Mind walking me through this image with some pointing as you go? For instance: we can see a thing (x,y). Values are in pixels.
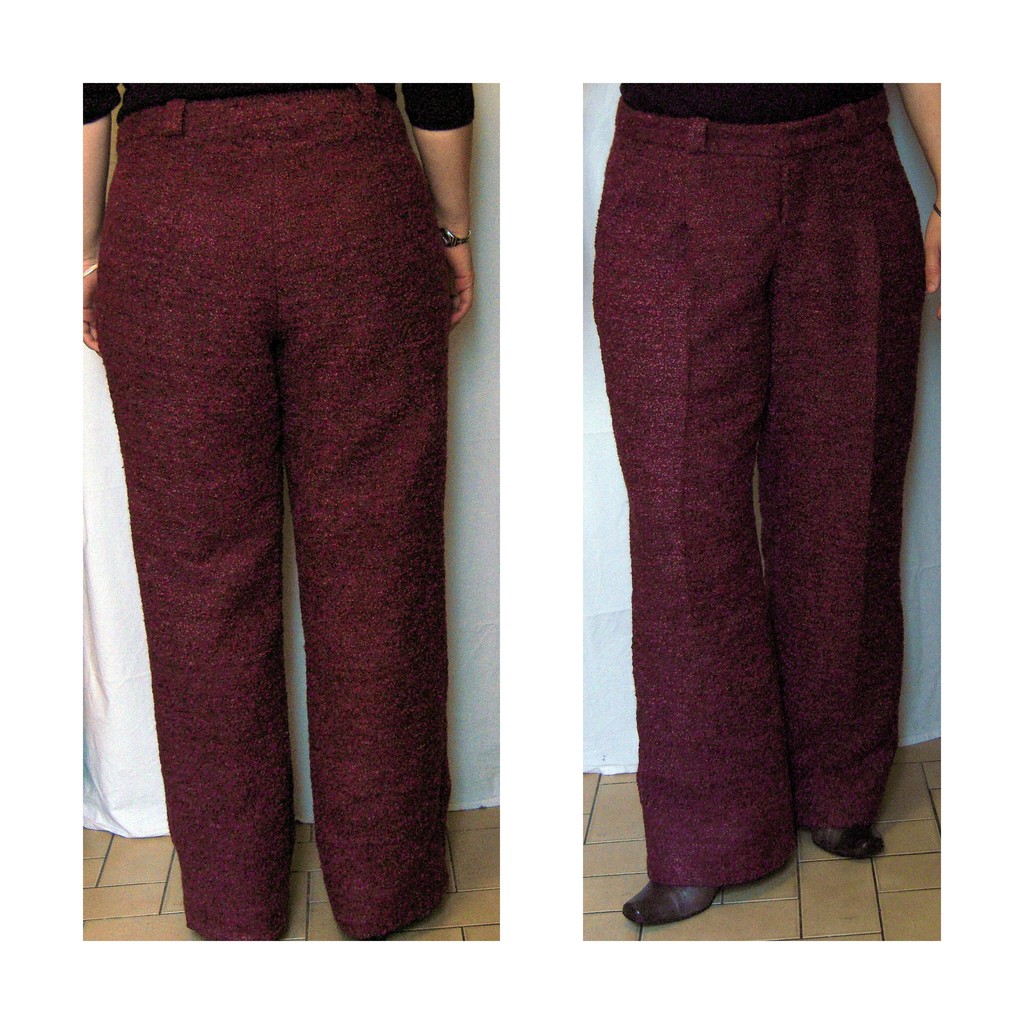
It is the collage of two images. In two images we can see that there is a red pant (781,319). In the background (98,505) there is a white colour cloth (108,557).
